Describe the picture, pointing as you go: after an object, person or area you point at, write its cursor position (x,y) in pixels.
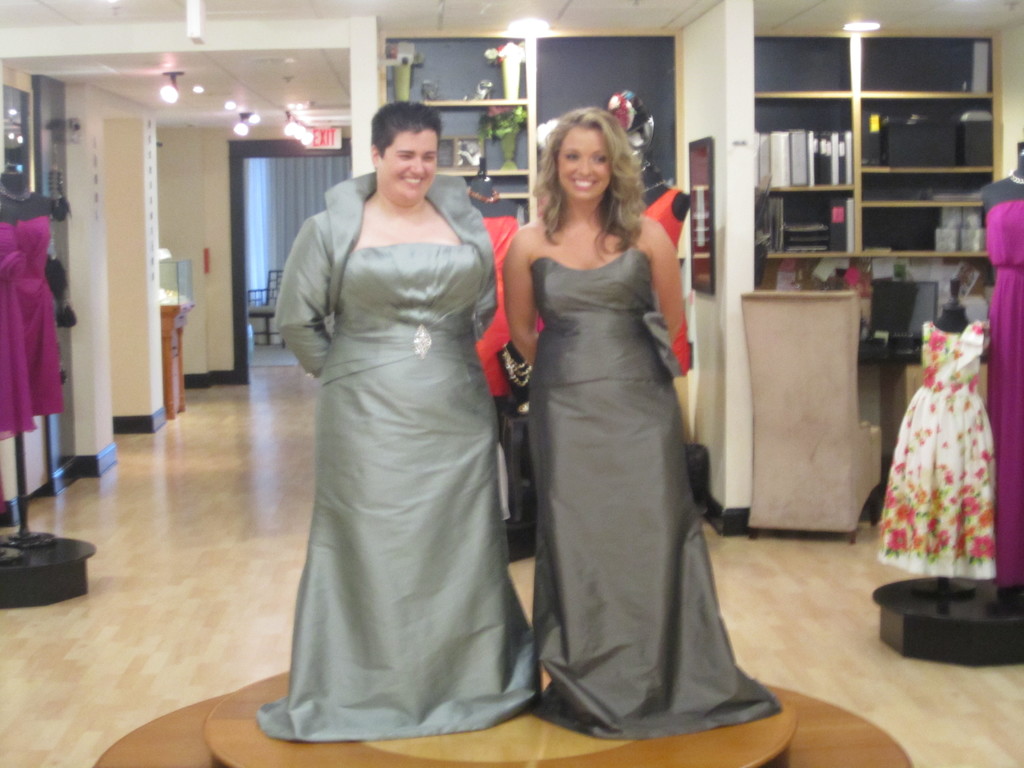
In the center of the image (672,398) there are two ladies (311,594) standing. In the background of the image (891,82) there are shelves (795,103) with objects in it. There is a door (247,144). At the top of the image (285,96) there is ceiling (813,28) with lights (240,124). To both sides of the image there are mannequin (944,456). At the bottom of the image (174,697) there is wooden flooring (119,690).
